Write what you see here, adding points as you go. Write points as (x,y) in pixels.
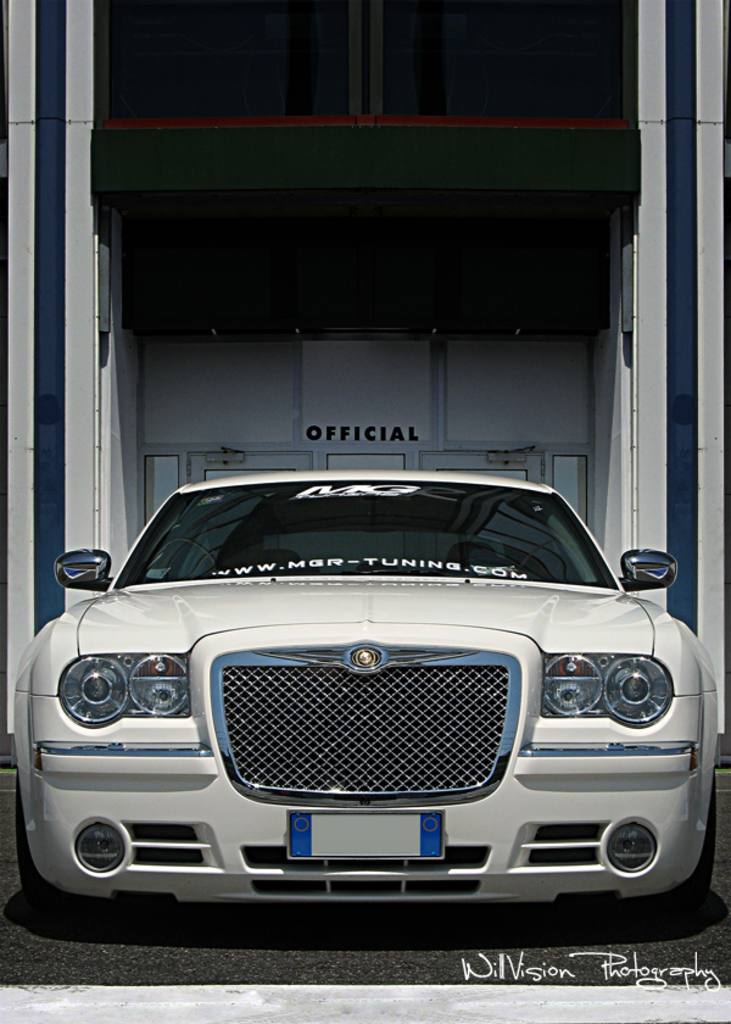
This image consist of a car (236,674) in white color. To the left (90,334), there is a wall (79,330). At the bottom (339,952) there is a road (343,950). At the background (354,445), there are doors (342,456) and windows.
